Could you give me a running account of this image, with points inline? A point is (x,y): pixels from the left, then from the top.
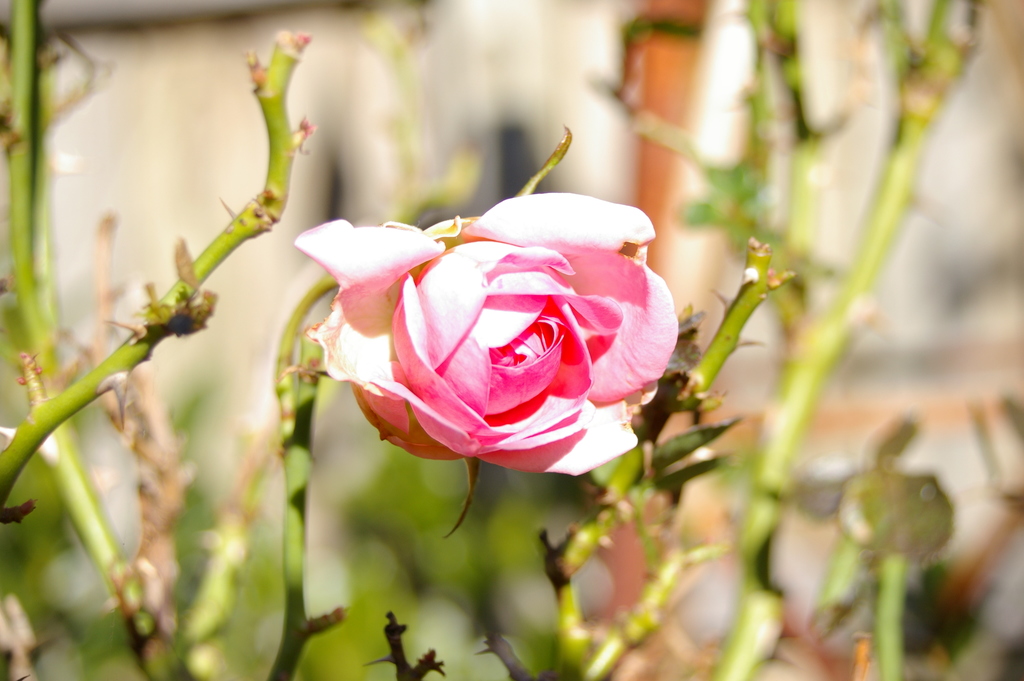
There is a plant (813,361), which is having pink color rose flower (420,380). In the background (380,79), there are other objects (992,469).
